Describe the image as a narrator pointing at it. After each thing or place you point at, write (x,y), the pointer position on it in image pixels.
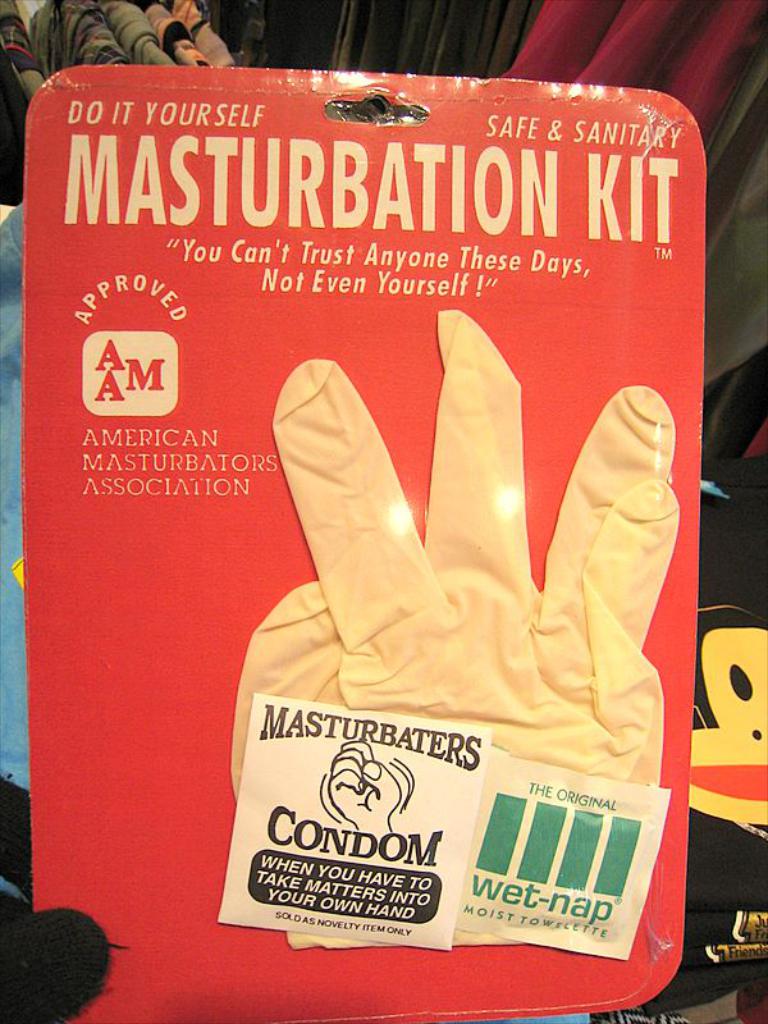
In this image in the center (413,423) there is one packet (394,507) and in the packet (162,520) there are some gloves (566,532) and some text (604,195), in the background (250,54) there are some clothes (687,44) and a bag (728,548).
